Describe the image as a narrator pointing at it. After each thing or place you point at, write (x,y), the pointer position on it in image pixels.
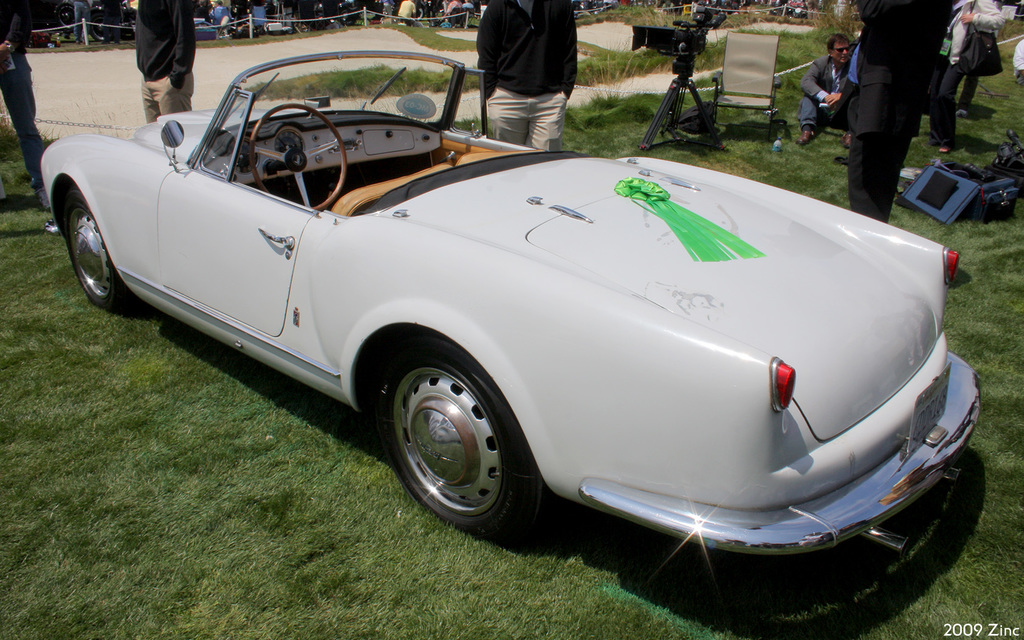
In this image we can see a car (695,366) in white color with a mirror (174,137) and ribbon (695,254) on it is parked on the ground (395,513). In the background (1013,190), we can see a camera (689,41) on the stand (668,109), a chair (735,86). One person (805,107) sitting on the ground (797,166), a group of people (889,124) standing and a bag (961,205) placed on the ground (954,235).
